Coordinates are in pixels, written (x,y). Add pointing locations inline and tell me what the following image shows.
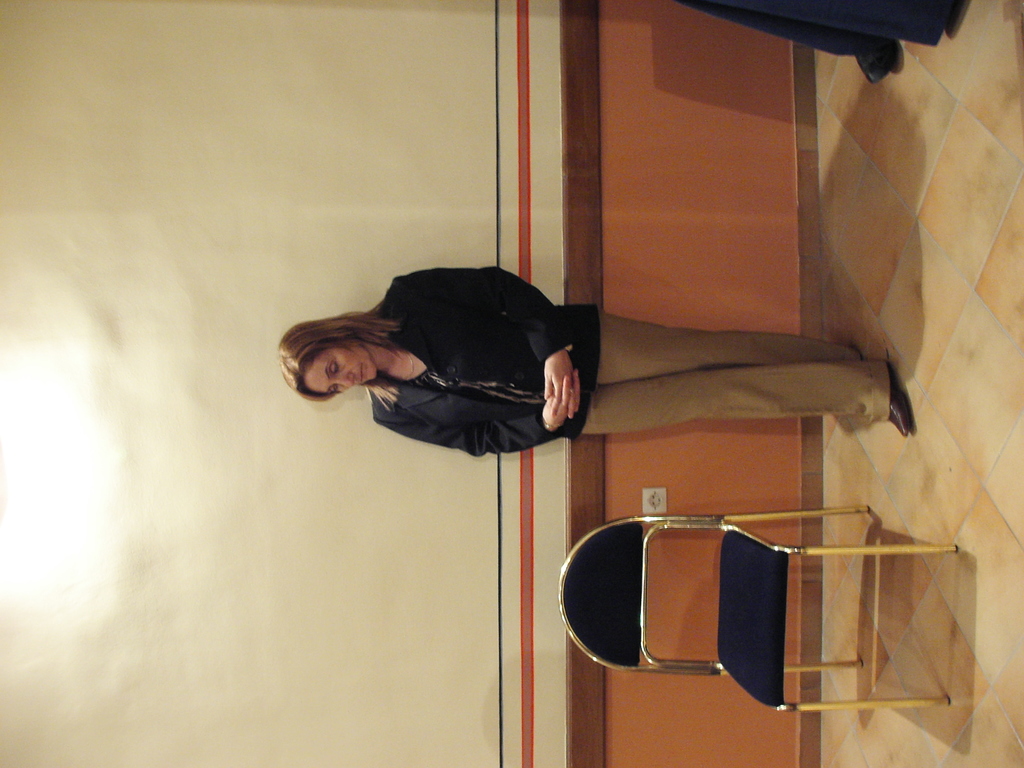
This image is rotated. In this image we can see there is a lady (508,393) standing on the floor (883,426), beside the lady (498,413) there is a chair (622,557). In the background (700,601) there is a wall (207,80).
